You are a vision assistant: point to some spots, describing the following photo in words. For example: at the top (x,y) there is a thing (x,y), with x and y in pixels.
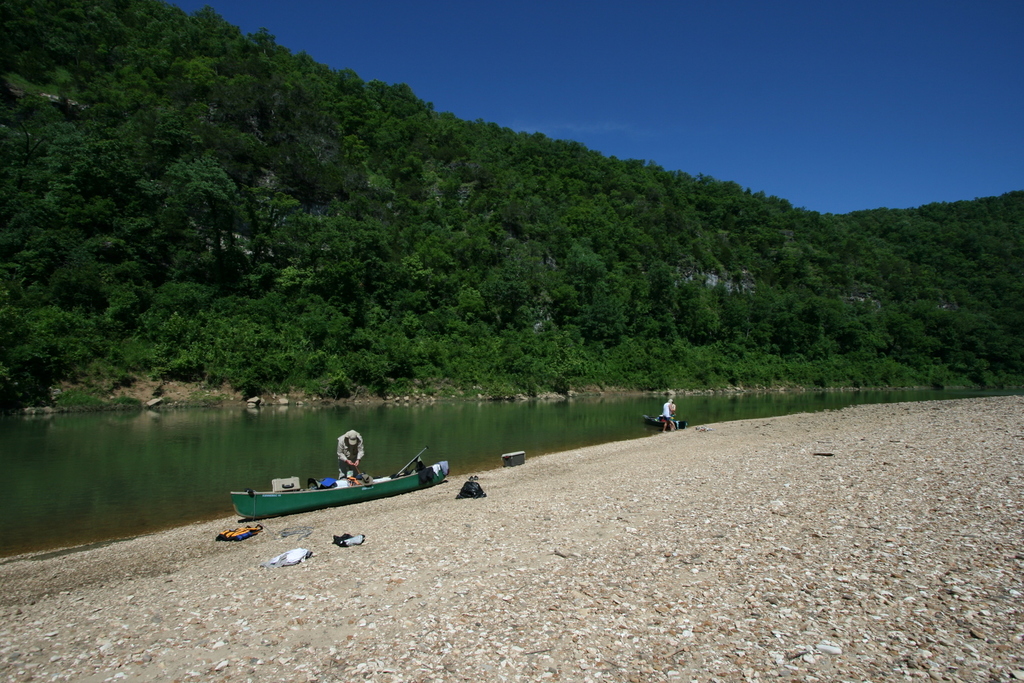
In this image there is a boat (308,497) and few objects (322,483) on the surface (632,483), behind the boat (388,482) there is a person (344,462) standing on the surface (480,553), there is another person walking on the surface (705,446) and there is a boat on the river (82,447). In the background (392,284) there are trees (523,277) and the sky (944,73).
